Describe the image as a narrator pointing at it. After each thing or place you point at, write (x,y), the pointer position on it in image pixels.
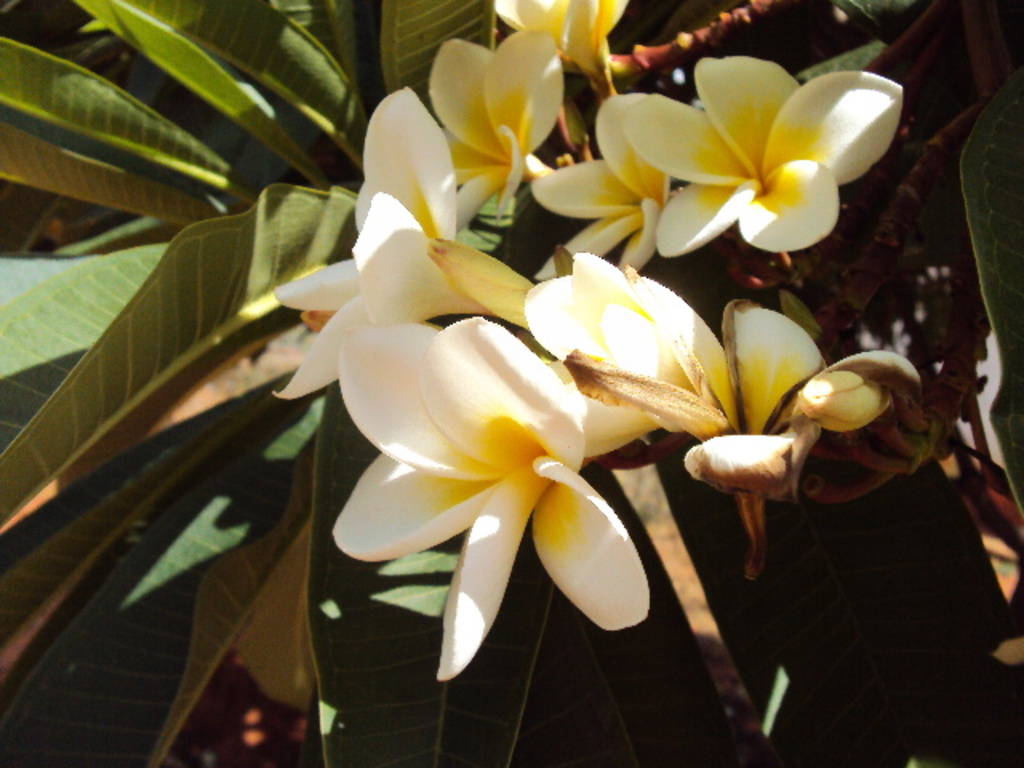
In this image there is a tree (869,575) and we can see flowers (481,338). In the background (83,356) there are leaves (220,11).
